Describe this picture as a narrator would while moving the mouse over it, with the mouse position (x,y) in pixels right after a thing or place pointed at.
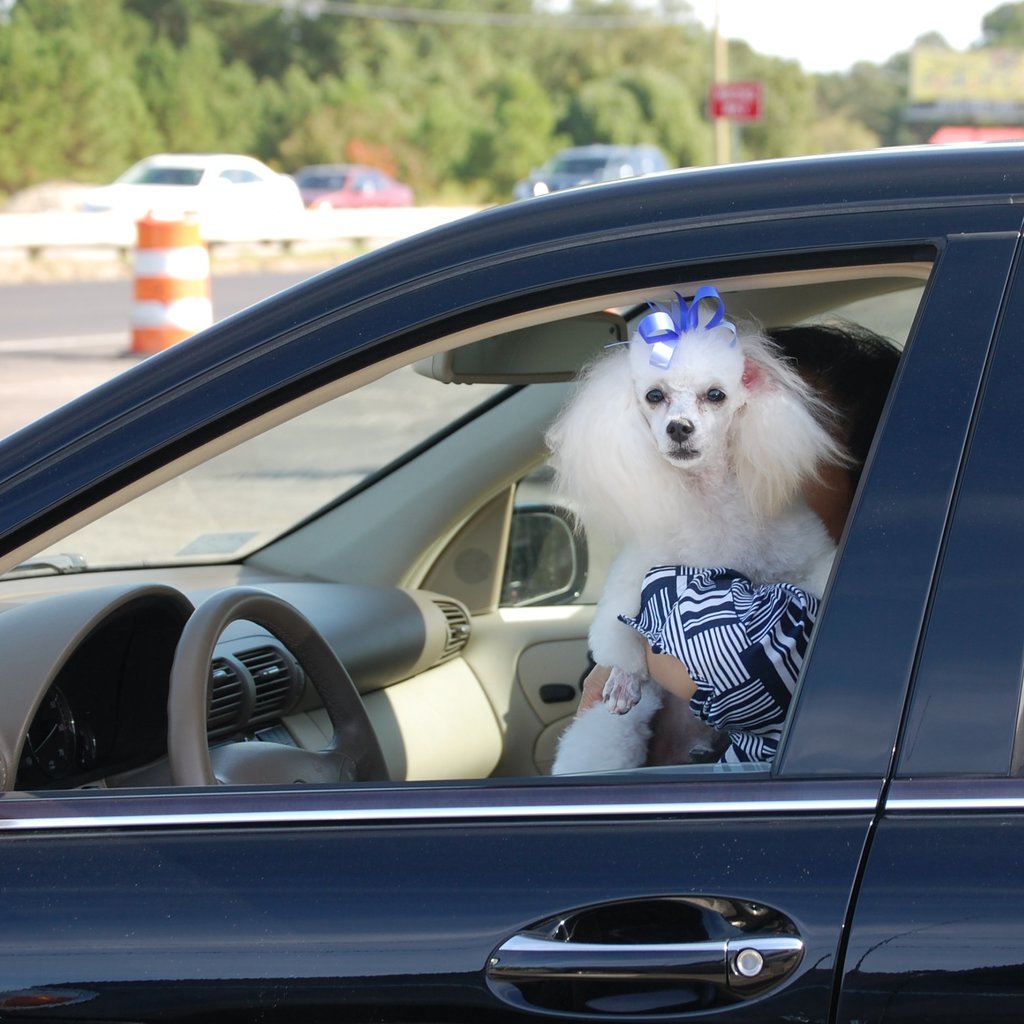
In the image we can see there is a car window (85,693) through which there is a dog (766,433) who is looking outside and the dog (690,492) is in the lap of a person (837,364). Dog (624,661) is in white colour and having a bow (687,329) on his head (675,342).
